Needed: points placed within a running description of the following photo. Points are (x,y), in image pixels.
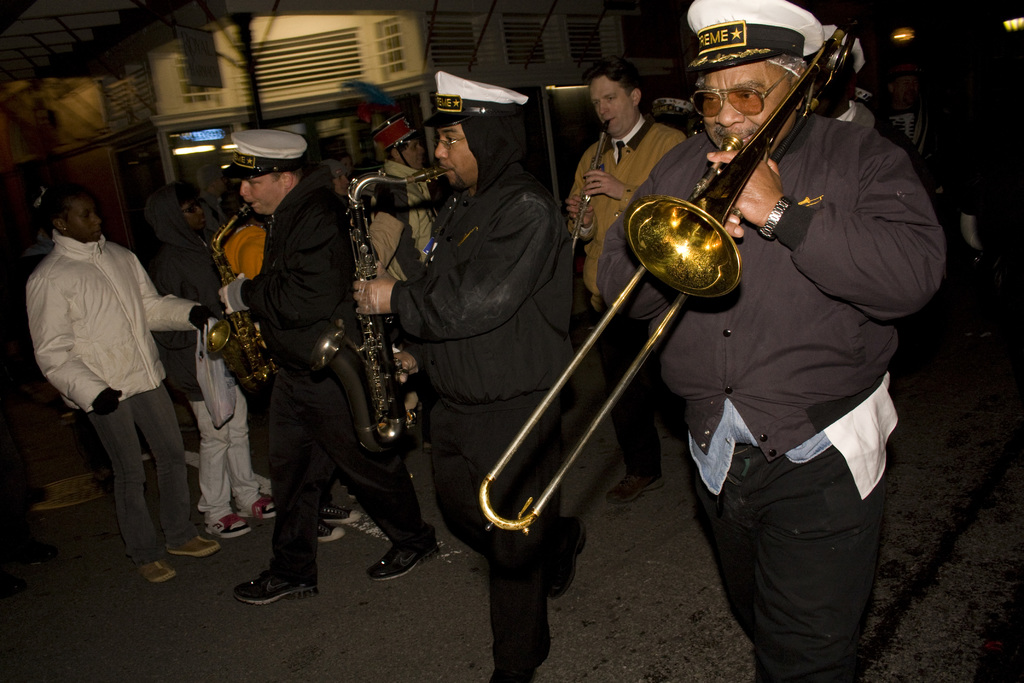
In this image in the center (487,325) there are persons (308,301) playing musical instrument (255,330). On the left side (127,288) there are persons (127,288) standing. In the background (299,31) there is a building (238,62) and there is a pole (252,81).
